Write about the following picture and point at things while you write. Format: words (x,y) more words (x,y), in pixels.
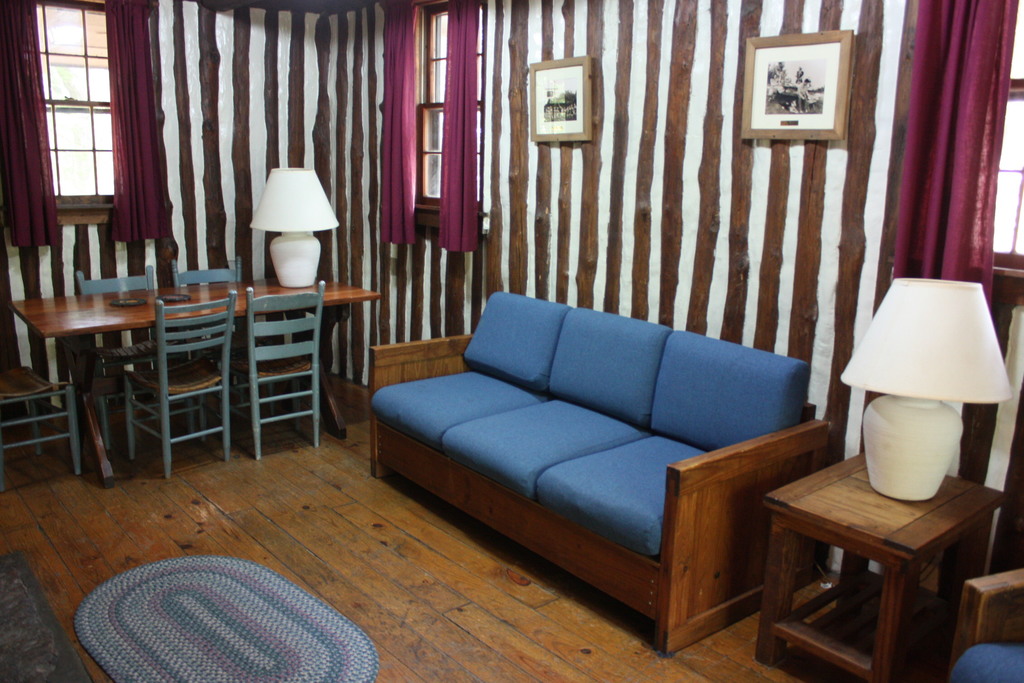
In this image I can see a sofa (469,402), few chairs (213,276), a table (148,325), two lamps (290,205) and two frames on this wall (655,167).
